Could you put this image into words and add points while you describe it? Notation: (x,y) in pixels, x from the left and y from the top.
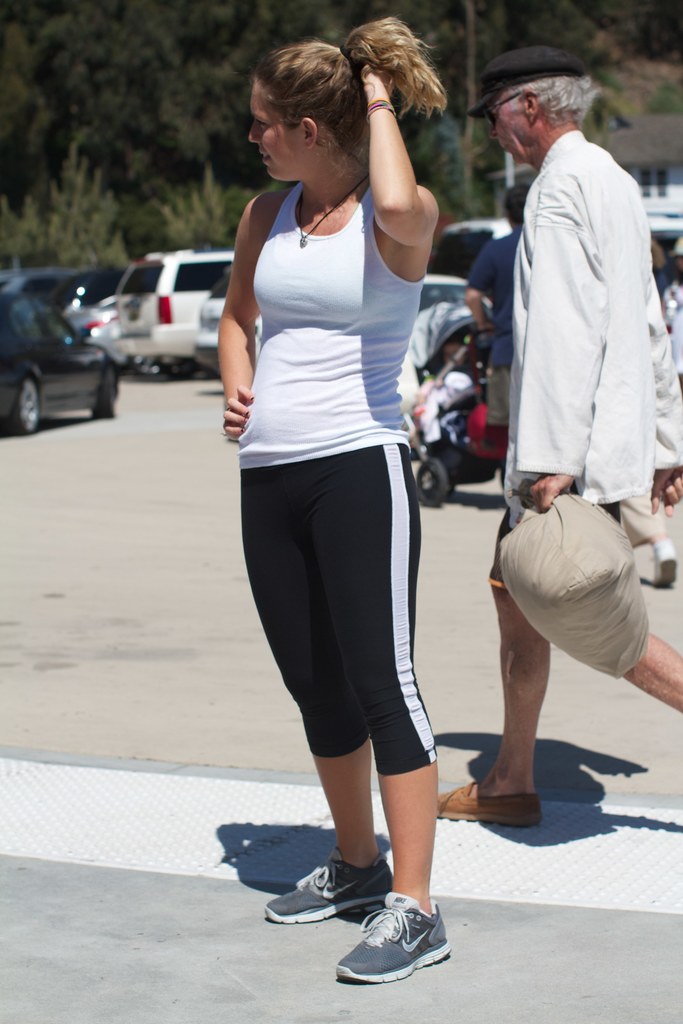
In this picture there is a girl (330,74) who is standing in the center of the image (378,517) and there is a man (519,59) who is walking on the right side of the image (545,315) and there are other people (479,254) and cars (483,240) in the background area of the image (18,287), there are trees (311,38) at the top side of the image (201,53).
